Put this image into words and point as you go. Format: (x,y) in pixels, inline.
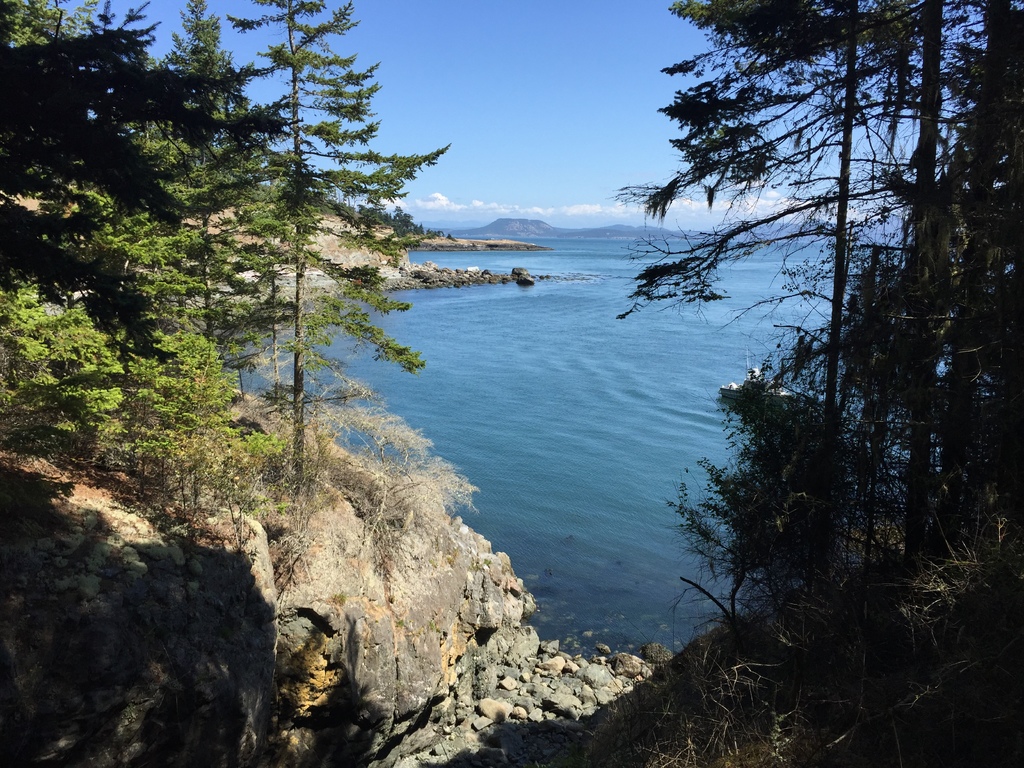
In this image, we can see some green trees (979,504), we can see water (625,370), at the top (515,50) there is a blue sky (483,1).
